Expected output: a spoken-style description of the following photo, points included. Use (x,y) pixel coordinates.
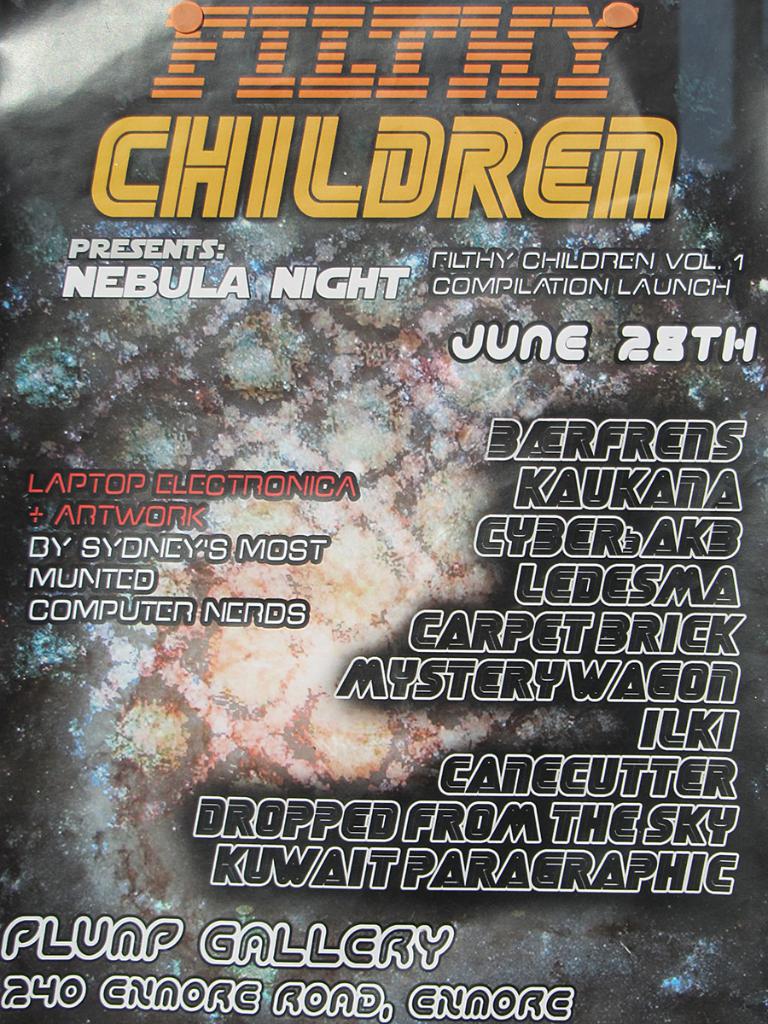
In this picture we can see it might be a poster (391,431) and there are texts (686,771) written on the image.
